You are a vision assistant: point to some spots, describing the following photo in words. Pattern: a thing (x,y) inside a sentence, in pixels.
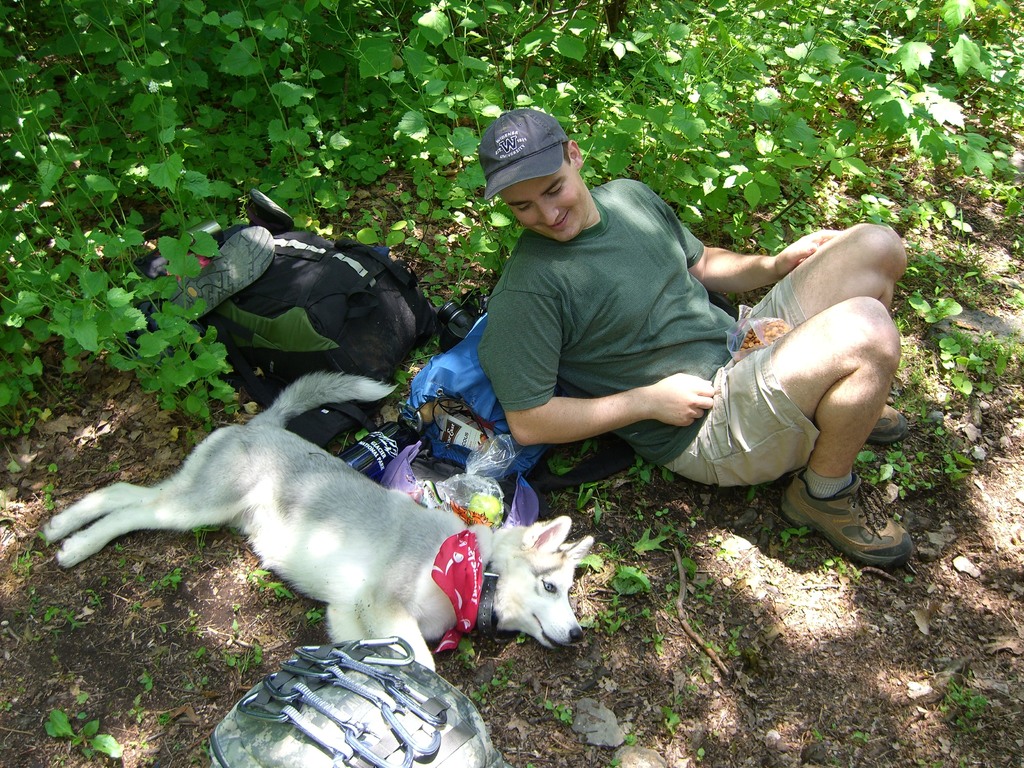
This is the picture taken in the outdoor, on the floor (690,635) there is a man (639,409) and a dog (416,558) was lying. Behind the man (564,398) there is a bag (326,366) and plants (332,130).
